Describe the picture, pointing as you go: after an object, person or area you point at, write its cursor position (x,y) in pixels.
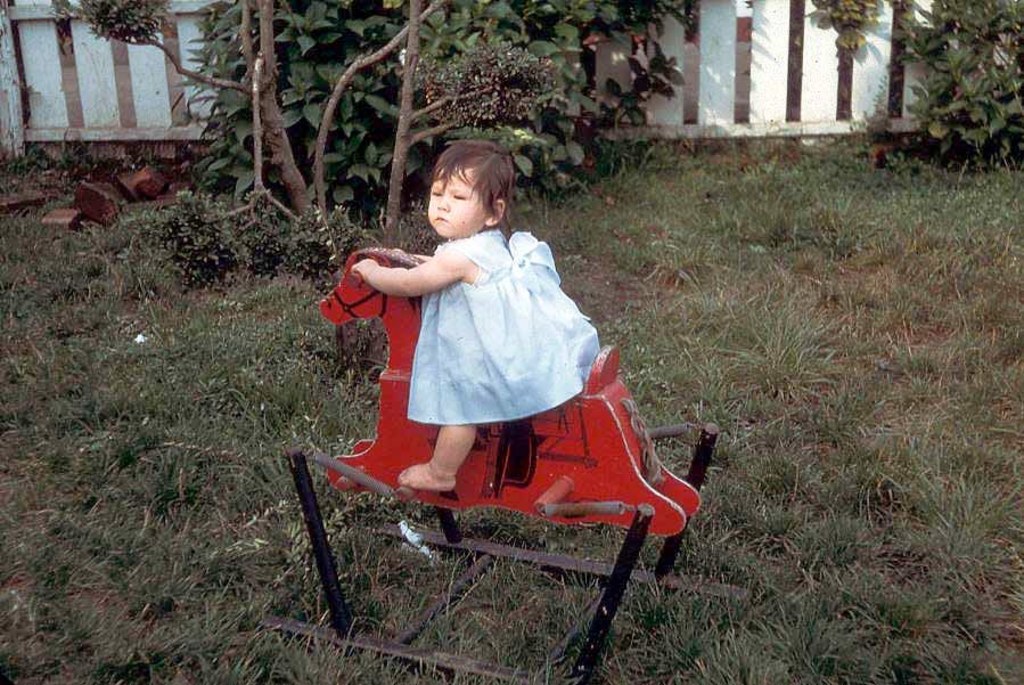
In this image a baby girl (503,402) is sitting on a toy horse (421,442). In the background (271,69) there are trees (256,85), wooden fence (754,41). On the ground (860,470) there are grasses (830,511).
